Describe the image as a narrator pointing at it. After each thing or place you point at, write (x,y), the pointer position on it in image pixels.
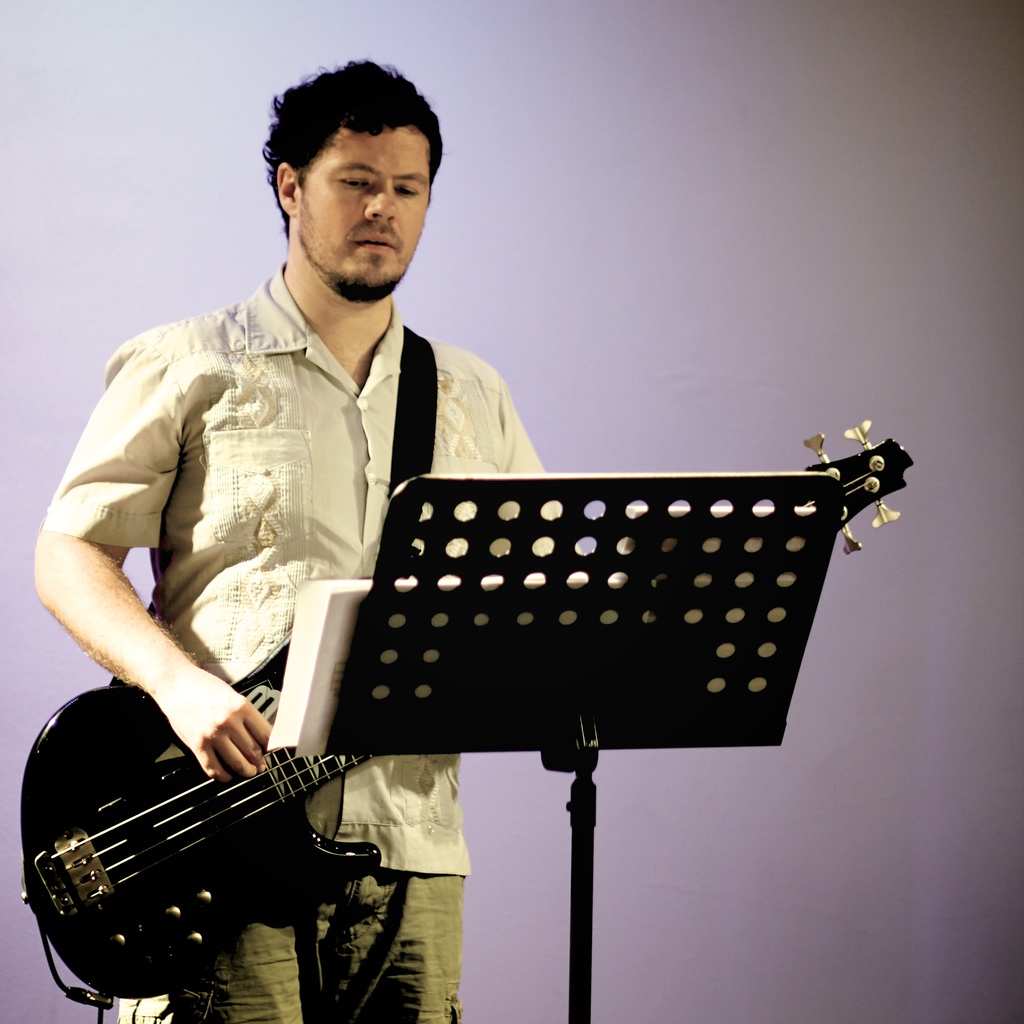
In this image I can see a man (286,124) is standing and holding a guitar (904,458). i can also see a stand (619,718) in front of him.
